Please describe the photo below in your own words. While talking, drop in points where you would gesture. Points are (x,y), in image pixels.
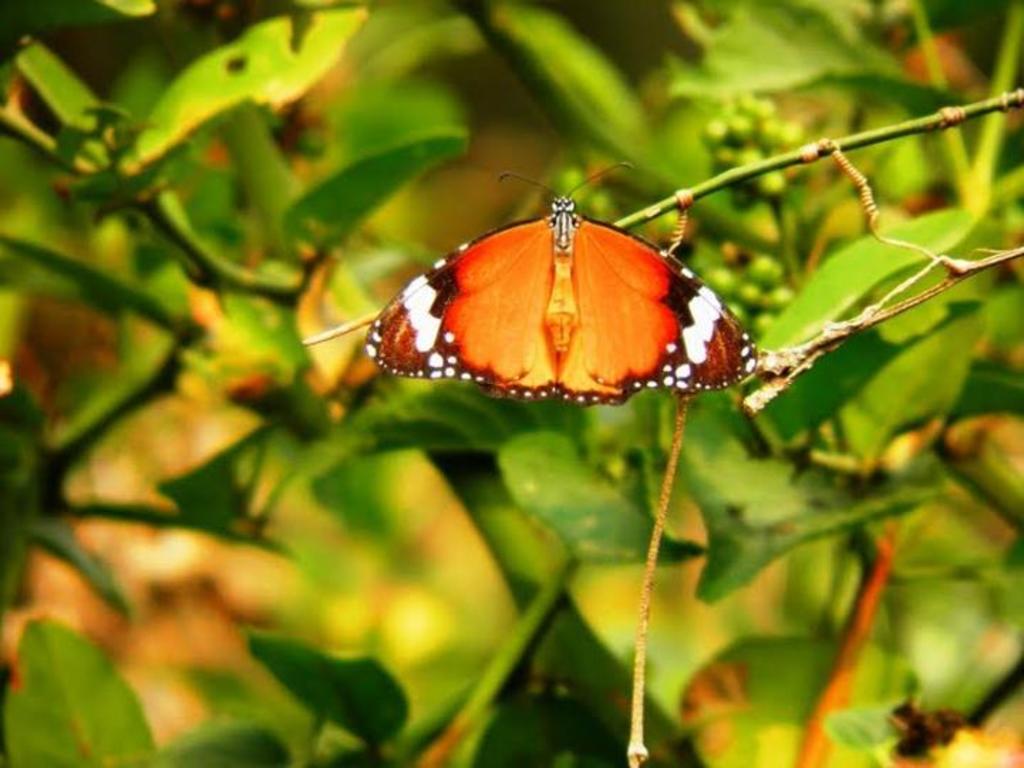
In this picture I can see a butterfly (694,283) on a stem (1001,109) and I see that it is blurred in the background (666,582) and I see number of leaves (651,446).
